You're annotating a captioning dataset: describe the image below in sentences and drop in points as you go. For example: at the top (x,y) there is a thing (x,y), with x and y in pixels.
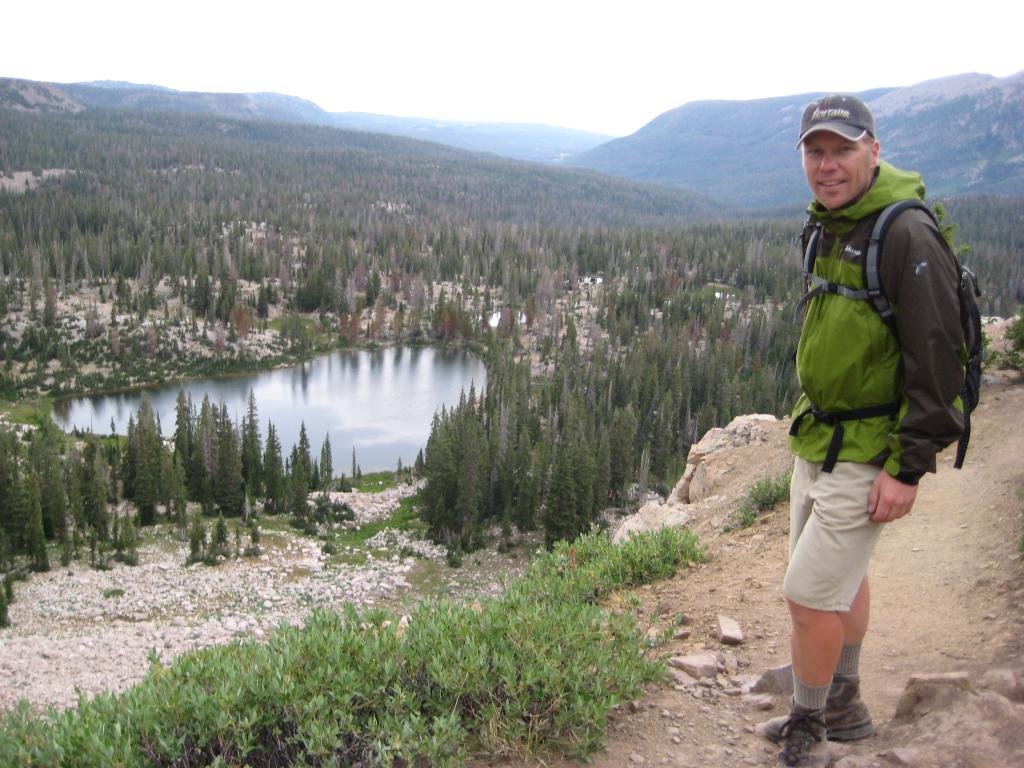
in this image in the right (810,265) a person (797,438) is standing. He is carrying a bag (961,307), wearing a jacket (860,306). In the back (688,326) there are trees (333,300) pond (435,399). It is looking like a hilly area (182,271).
